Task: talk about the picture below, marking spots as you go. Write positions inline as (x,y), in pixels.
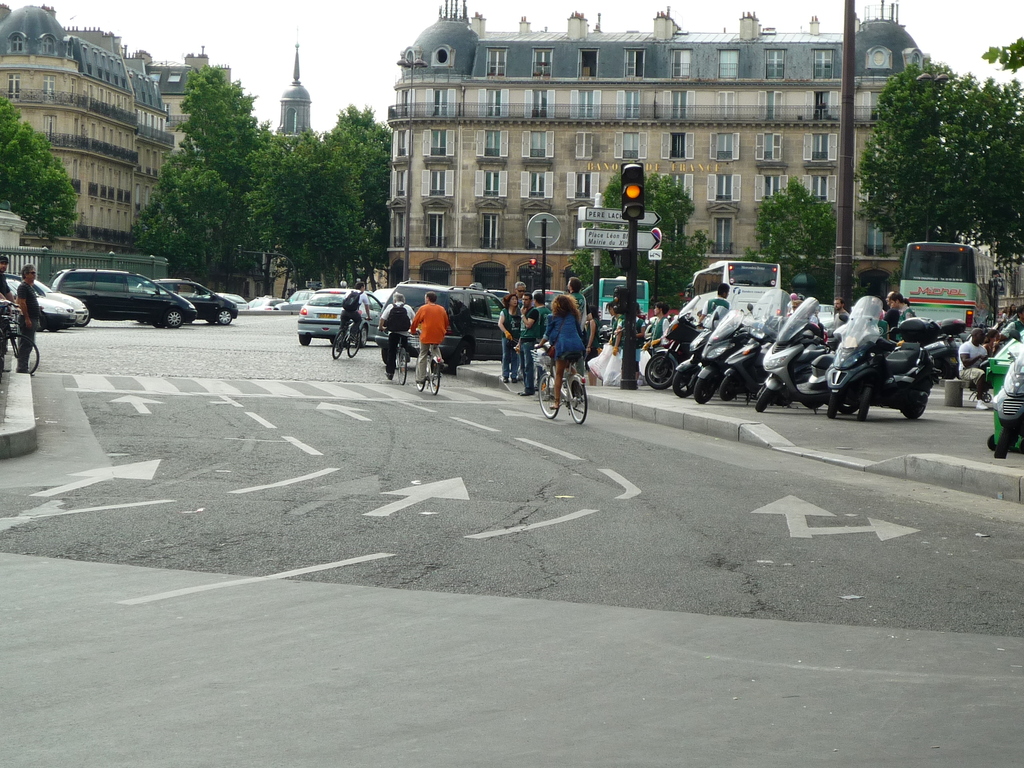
In this image there are a few people (387,324) riding bicycles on the road (427,412) and there are cars (206,298), buses (742,298) and other vehicles (812,337) passing on the road (366,347), beside the road (82,358) on the pavement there are a few pedestrians (527,337) walking, in this image we can see lamp posts (849,25), traffic lights (641,185), sign boards (647,240), trees (305,208) and buildings (442,267).
